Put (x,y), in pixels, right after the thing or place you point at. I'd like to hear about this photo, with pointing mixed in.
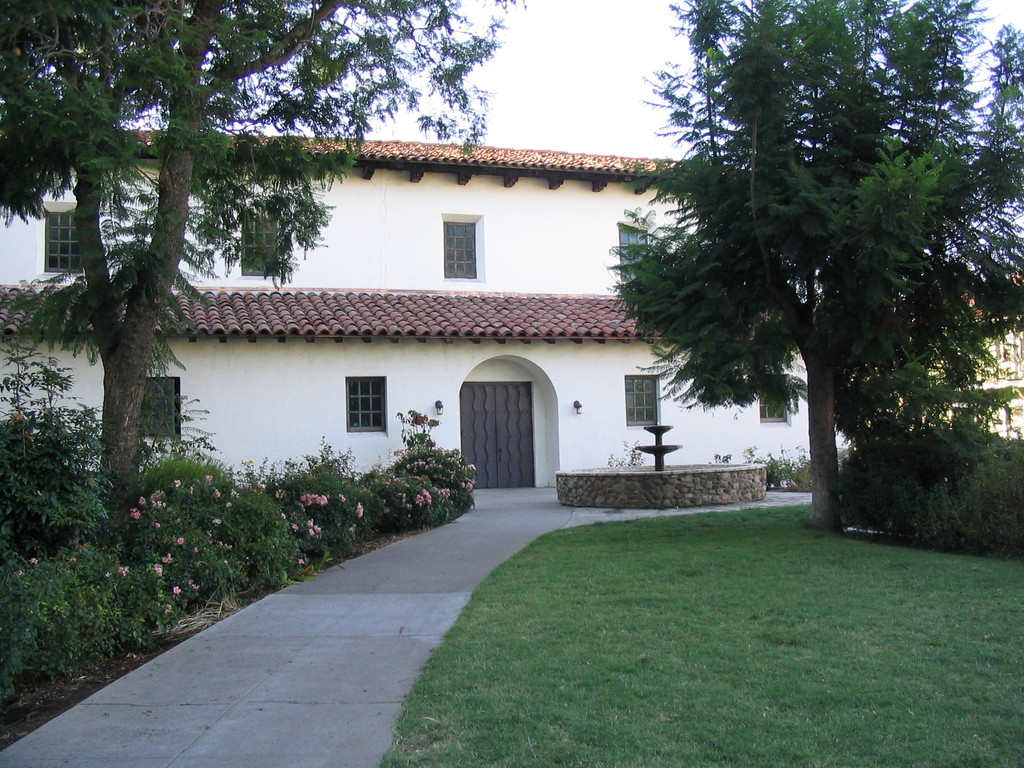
In the background (420,392) we can see a house (648,351), windows (455,229) and a door (513,419). In this picture we can see the trees (822,285), water fountain (671,475) without water. We can see the plants (371,505), flowers (361,506), green grass (853,693) and the pathway (409,633).
